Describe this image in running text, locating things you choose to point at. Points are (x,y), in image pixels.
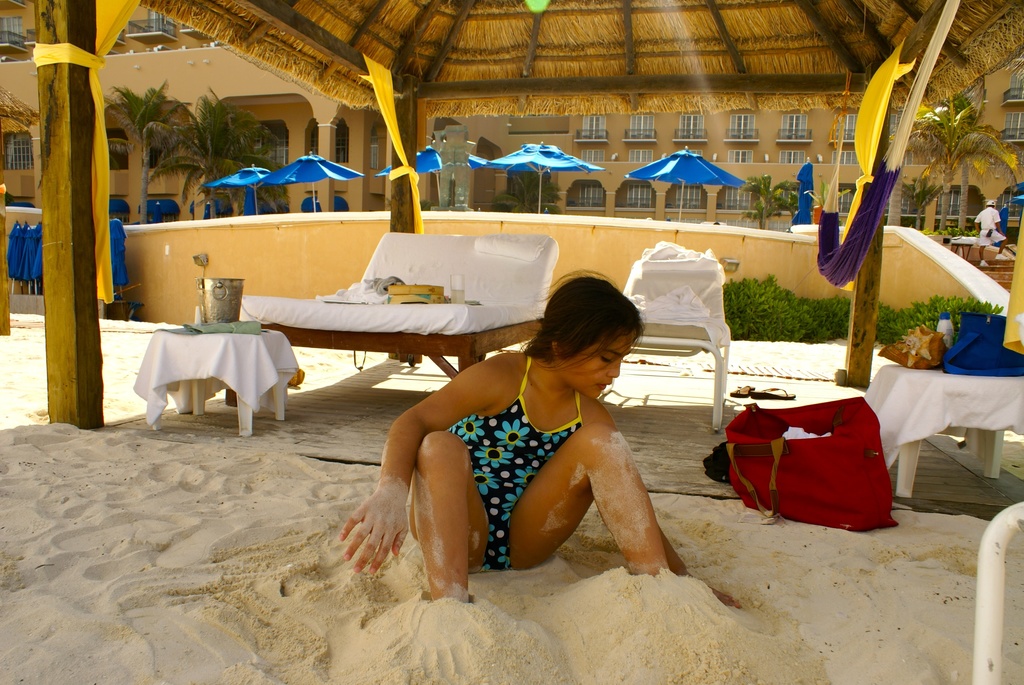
This person (540,510) sitting on the sand (217,546) and we can see bed (309,316), chairs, table (176,387), bag (788,468). On the background (576,160) we can see buildings (359,158), tree (247,152), tent (645,171).
